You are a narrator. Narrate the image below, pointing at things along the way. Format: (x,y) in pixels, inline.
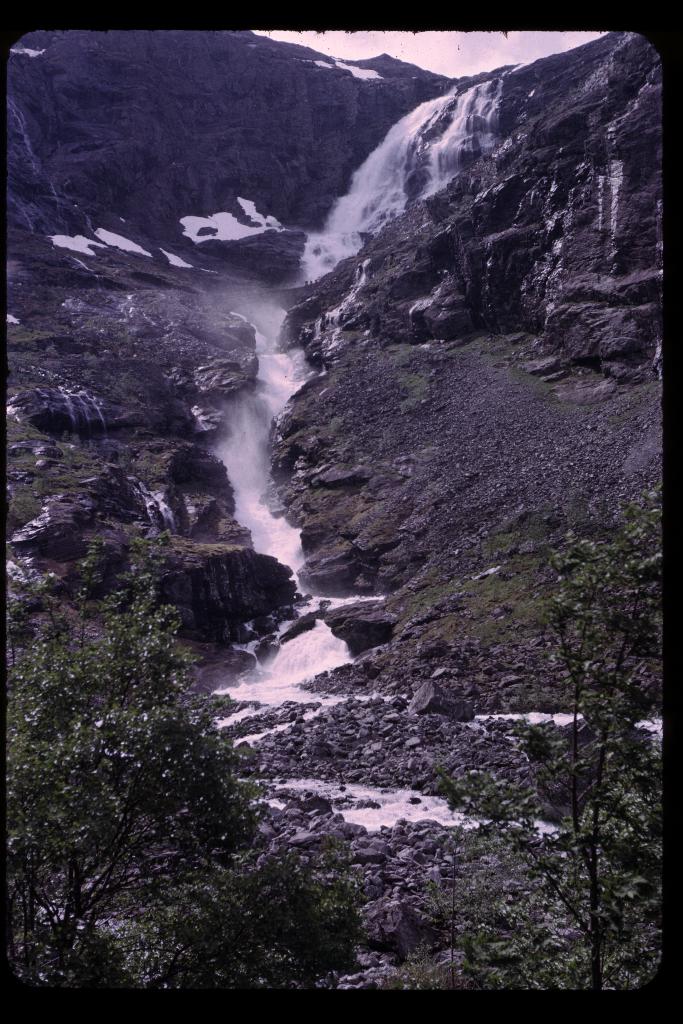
In this image there is waterfall (347,204) in the middle (282,386). At the bottom (48,735) there are plants (54,725). In the middle (270,349) there is water (244,418) flowing in the line. There are stones (310,614) on the ground (443,654).
